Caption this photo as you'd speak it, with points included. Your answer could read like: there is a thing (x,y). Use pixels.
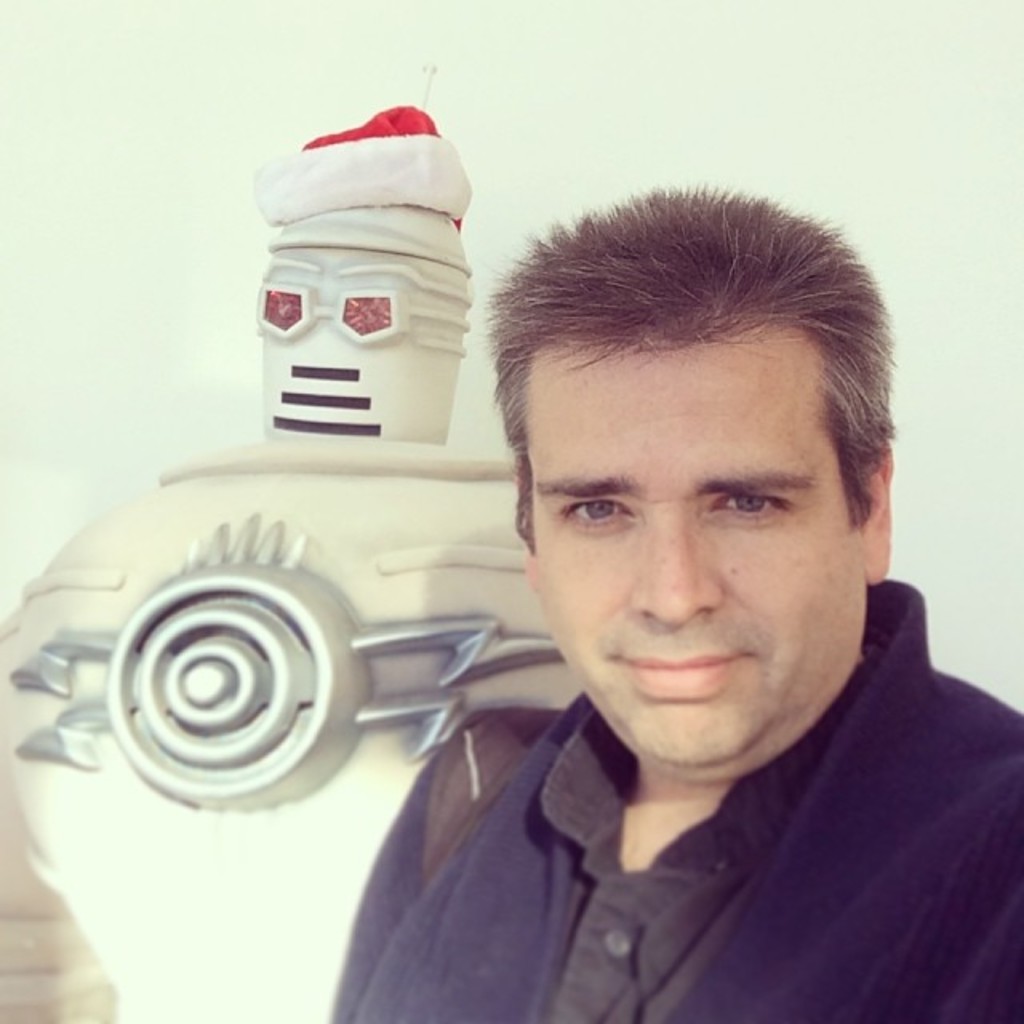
In this image we can see a man (699,837). In the back (256,539) there is a toy (192,666). On the toy (290,229) there is a cap (331,188). In the background (99,183) there is a wall (776,108).
